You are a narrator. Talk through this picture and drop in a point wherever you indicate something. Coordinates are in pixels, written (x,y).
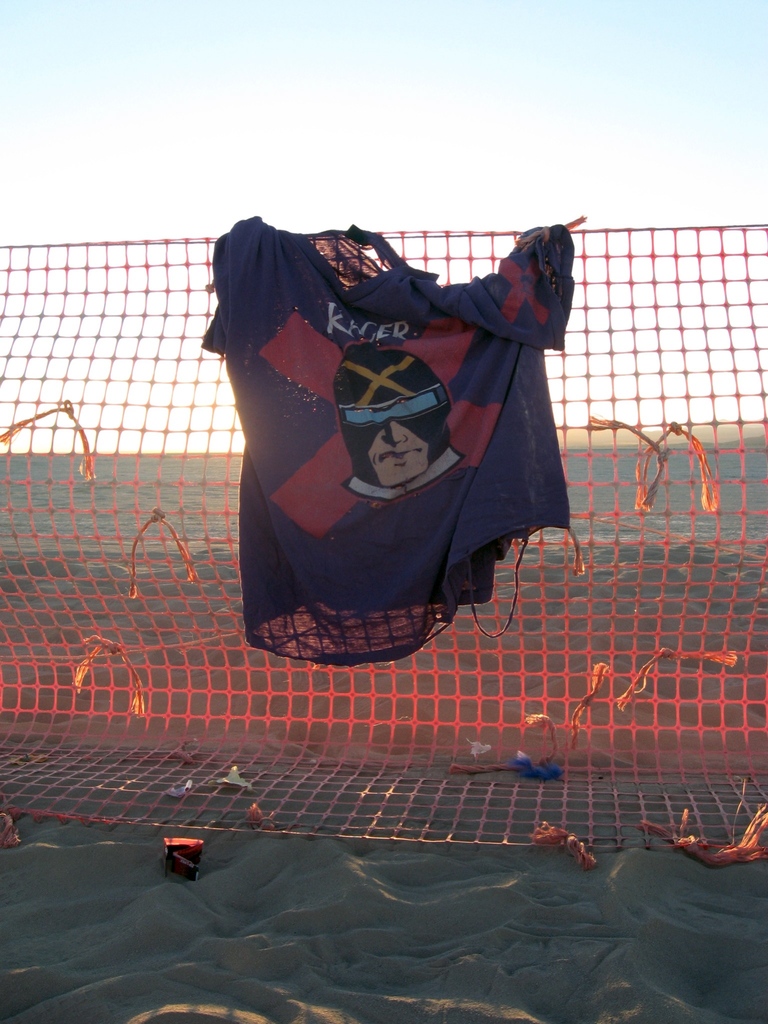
In this image I can see a dark blue color cloth (464,534) on the orange color net (590,446). I can see few objects (179,787) and sand (615,923). The sky (461,138) is in white and blue color.
